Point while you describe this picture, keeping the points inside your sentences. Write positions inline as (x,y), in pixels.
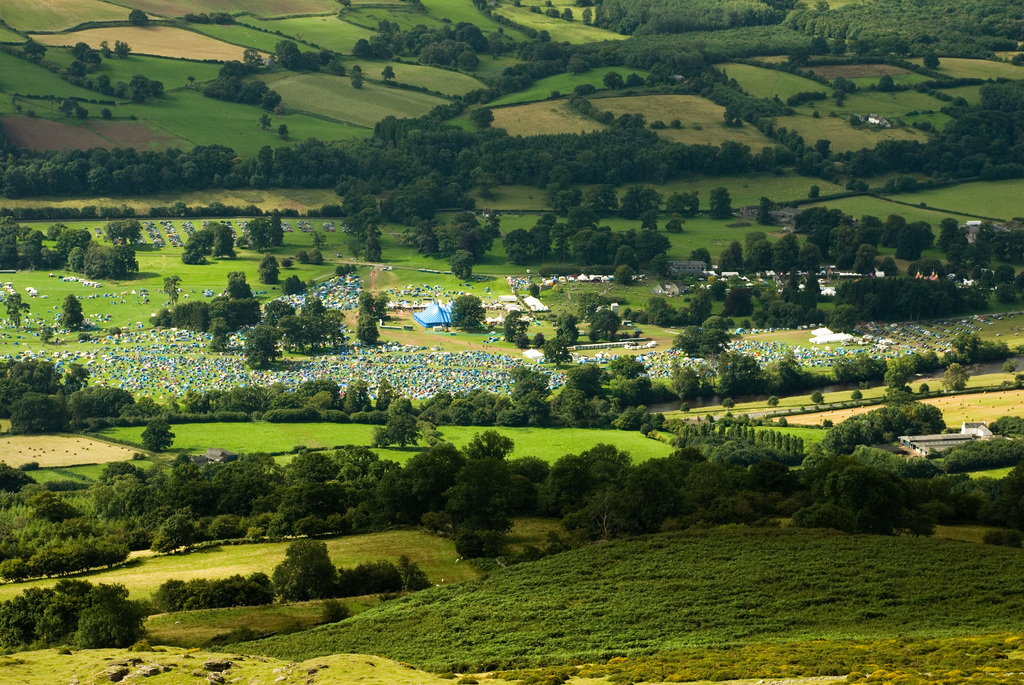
In this image we can see the trees (352,478), grass (322,619), there are few houses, hills (804,83).
